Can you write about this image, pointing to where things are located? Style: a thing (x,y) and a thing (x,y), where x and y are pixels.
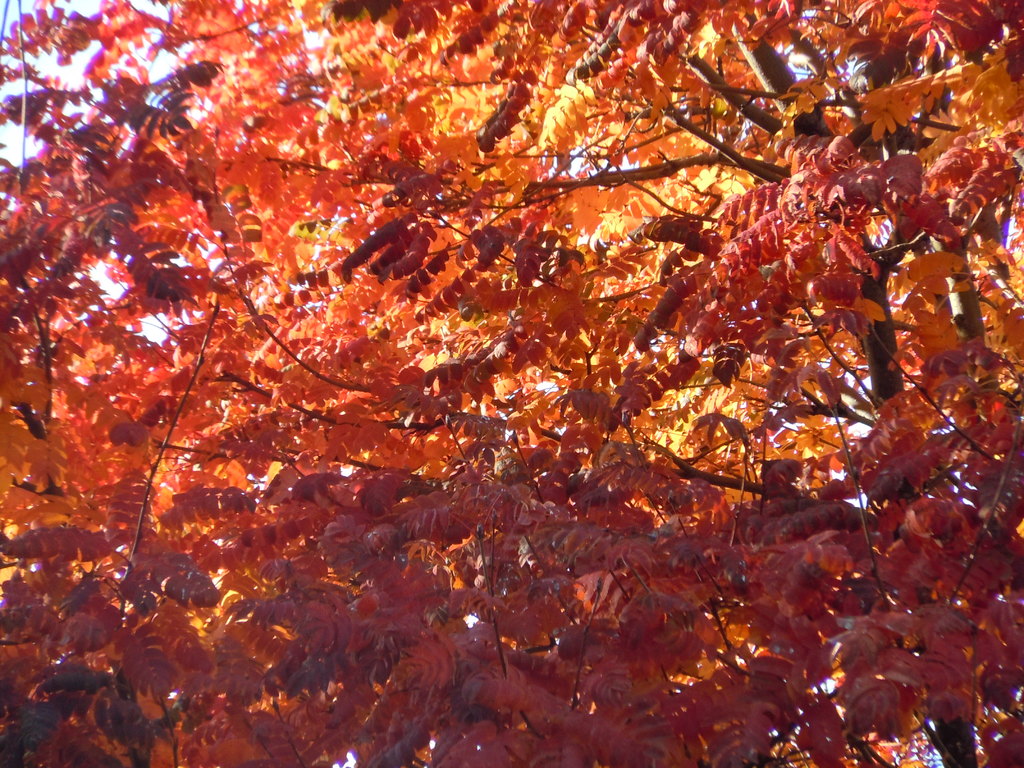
In this image we can see a tree (430,281). There is a sky (13,140) in the image.
